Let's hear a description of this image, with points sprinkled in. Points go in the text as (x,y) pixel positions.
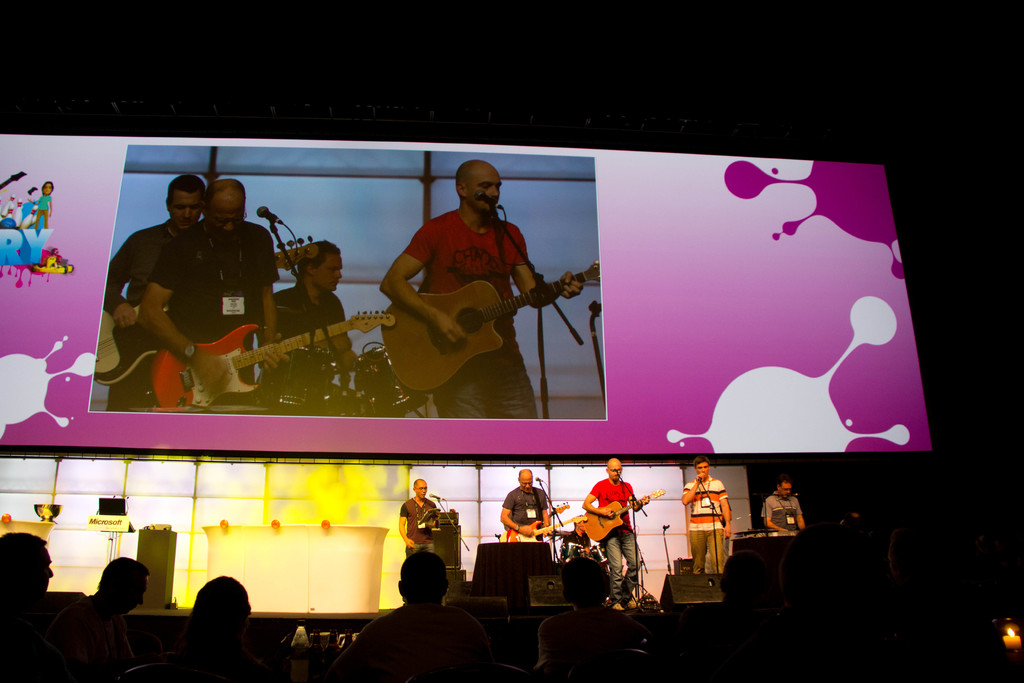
In this image i can see a group of men (718,489) are playing guitar (578,523) and singing a song in front of a microphone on the stage (382,509). I can also see there is a big screen (385,293) on the stage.
